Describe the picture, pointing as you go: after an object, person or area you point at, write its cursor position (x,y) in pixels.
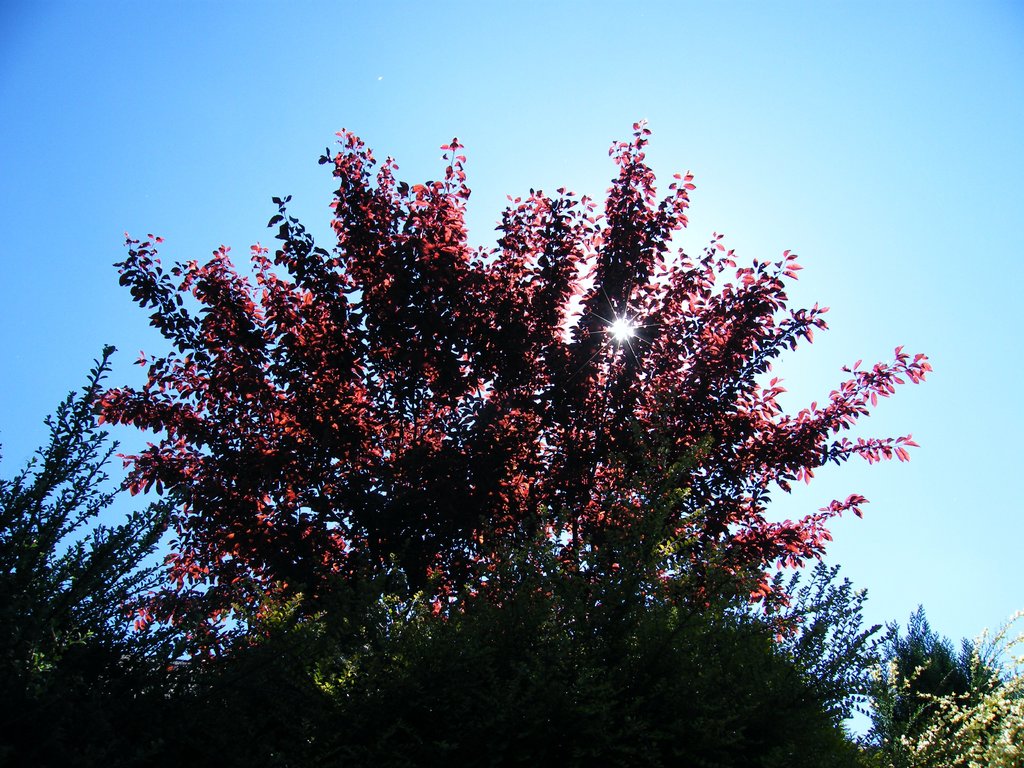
In this picture we can see trees (222,403) and in the background (544,144) we can see the sky (500,137).
